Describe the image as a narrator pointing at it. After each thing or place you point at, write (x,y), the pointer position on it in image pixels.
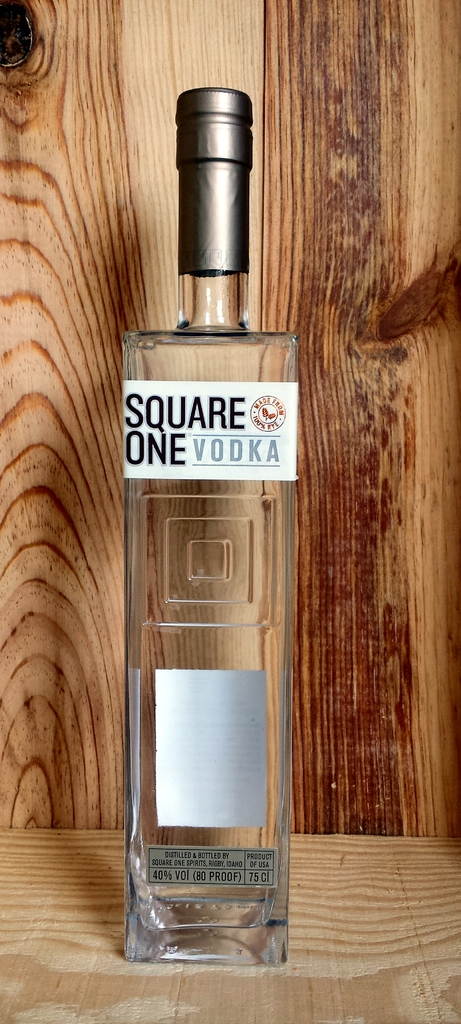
This picture shows a vodka bottle (216,514) placed here. In the background (332,462), there is a wooden wall (112,98).
